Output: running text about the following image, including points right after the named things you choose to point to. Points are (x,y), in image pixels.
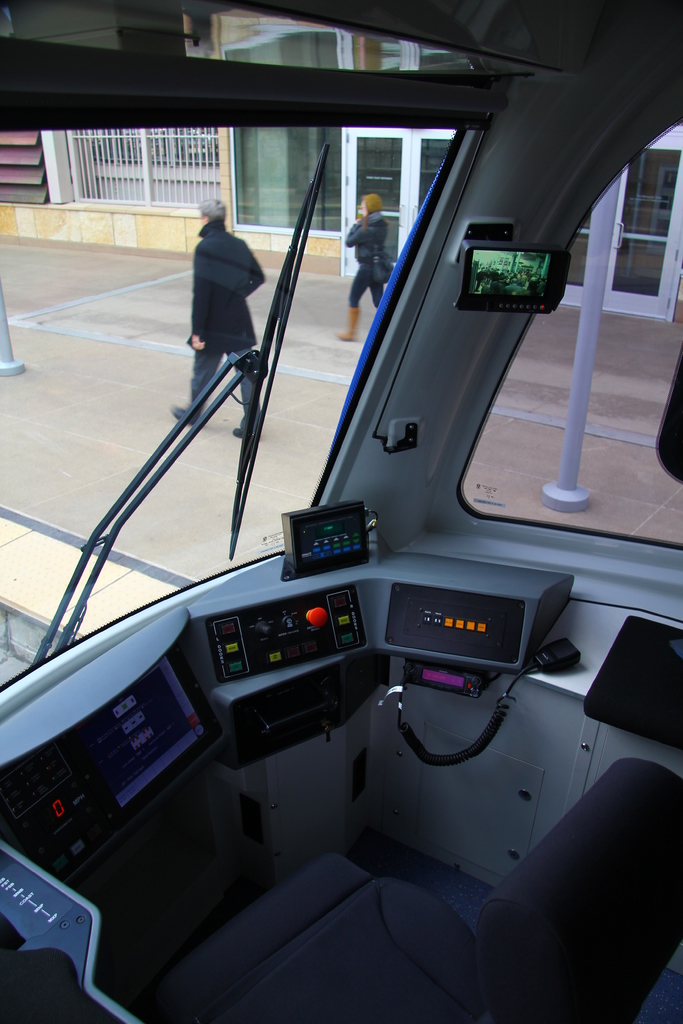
In this picture I can see the inside view of a vehicle (447,361). There are two persons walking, and in the background (375,68) there is a building (126,201).
